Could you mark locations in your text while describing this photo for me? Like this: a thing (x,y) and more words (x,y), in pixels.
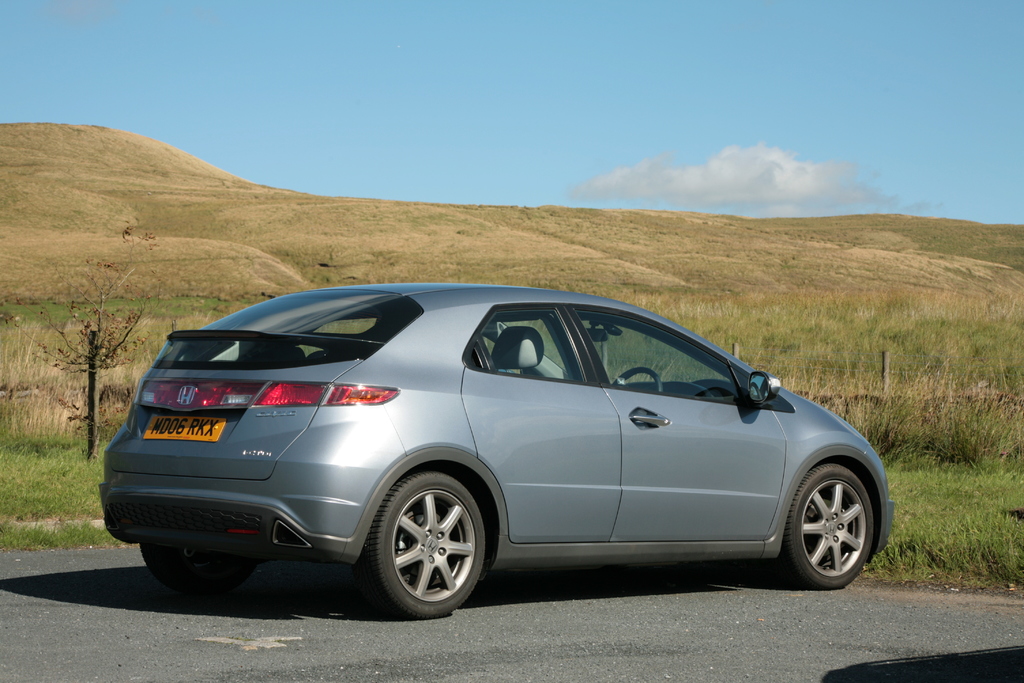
In this image, I can see a car (452,571) on the road (728,618). There is the grass (790,383). On the left side of the image (106,413), I can see a small tree (104,326). In the background (143,285), there is a hill (680,215) and the sky (651,186).
